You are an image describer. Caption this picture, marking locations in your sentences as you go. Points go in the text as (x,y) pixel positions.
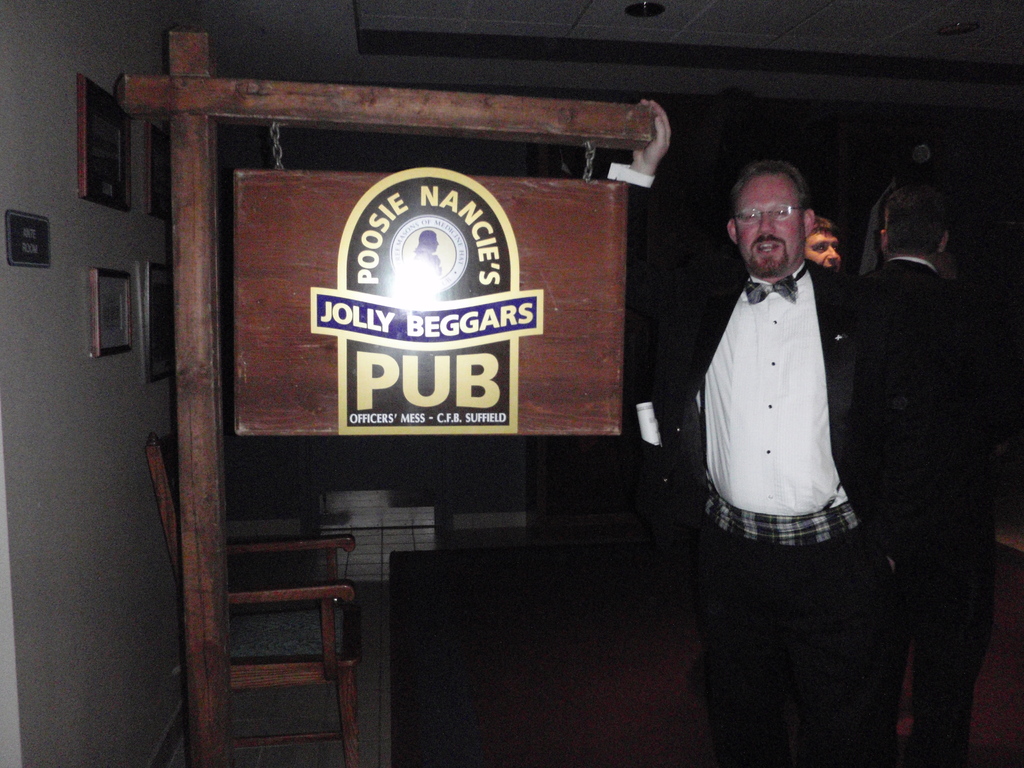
In this image, In the right side (805,692) there are some people (827,641) standing and one person (776,330) is holding a wooden block (521,129), In the left side (319,410) there is a wooden block (241,334) of brown color on that jolly beggar is written, in the left side (82,485) there is a white color wall (72,469).
